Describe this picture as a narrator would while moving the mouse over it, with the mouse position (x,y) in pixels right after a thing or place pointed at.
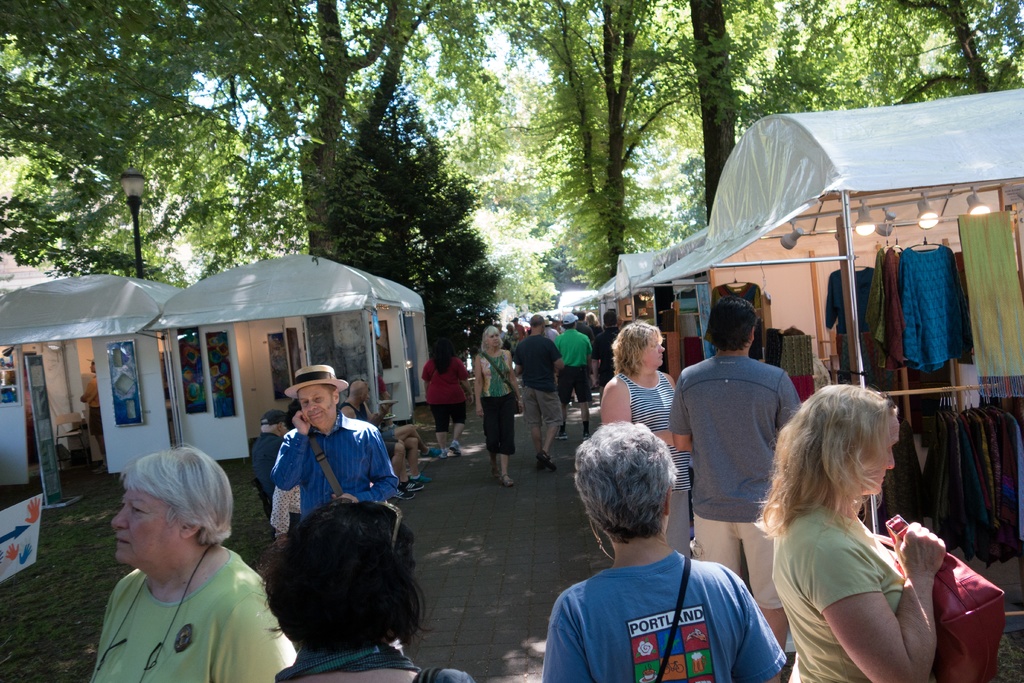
In this picture there are group of people (343,641) scattered around. In the center (479,431) there is a lane (462,506). On either side of the picture there are tents (148,392) with stores (934,400). At the bottom (652,577) there is a person (634,573) wearing blue t-shirt (686,601), towards the right bottom (873,584) there is a woman (799,479) holding a bag (977,649). In the center (364,455), there is a man (383,484) wearing a blue t-shirt (343,459) and carrying a bag (333,485). On the top (417,100) there are trees (782,94).
